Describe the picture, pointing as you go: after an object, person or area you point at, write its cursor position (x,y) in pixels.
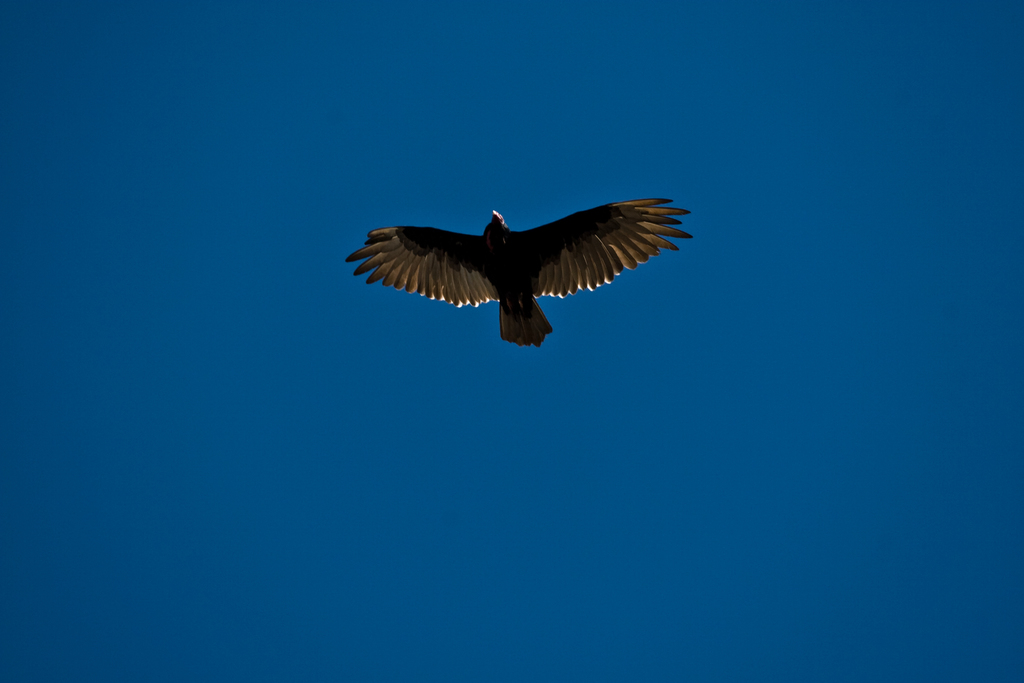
In this image, I can see a bird (551,277) flying. In the background (309,277), there is the sky (396,119).
